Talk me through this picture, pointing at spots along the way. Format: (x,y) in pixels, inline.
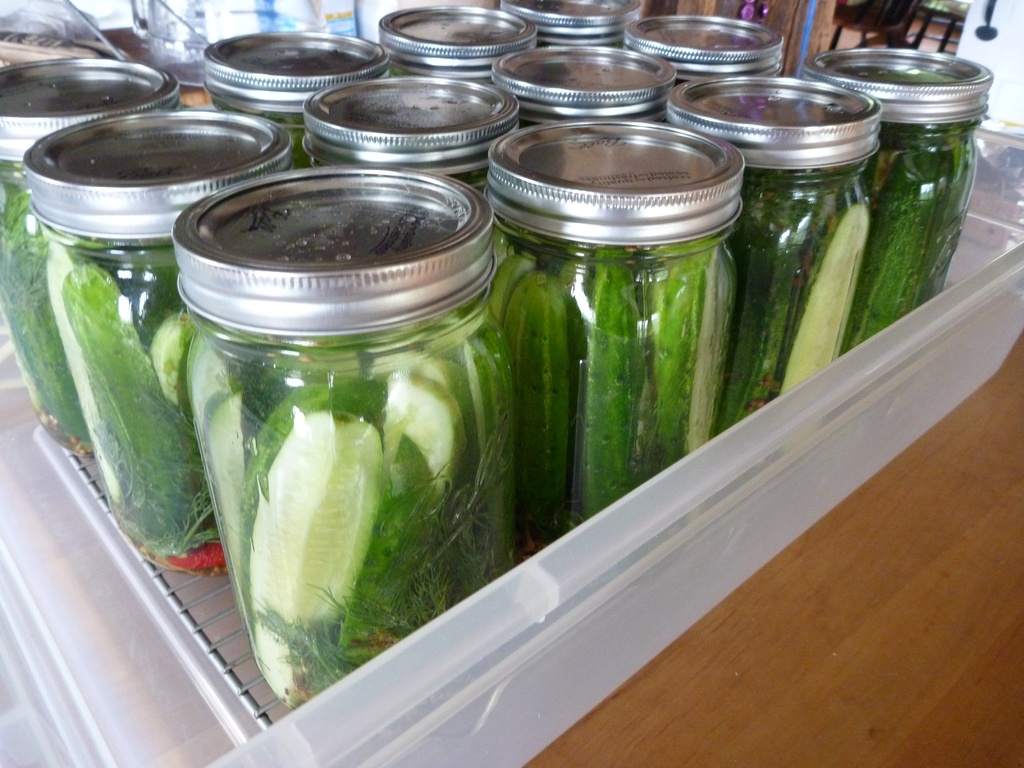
In this image I can see the box (582,571) with jars (256,290). I can see the cream and green color items (279,466) inside the jars (441,102). The box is on the brown color surface (808,578). To the side I can see few more objects (253,14).
